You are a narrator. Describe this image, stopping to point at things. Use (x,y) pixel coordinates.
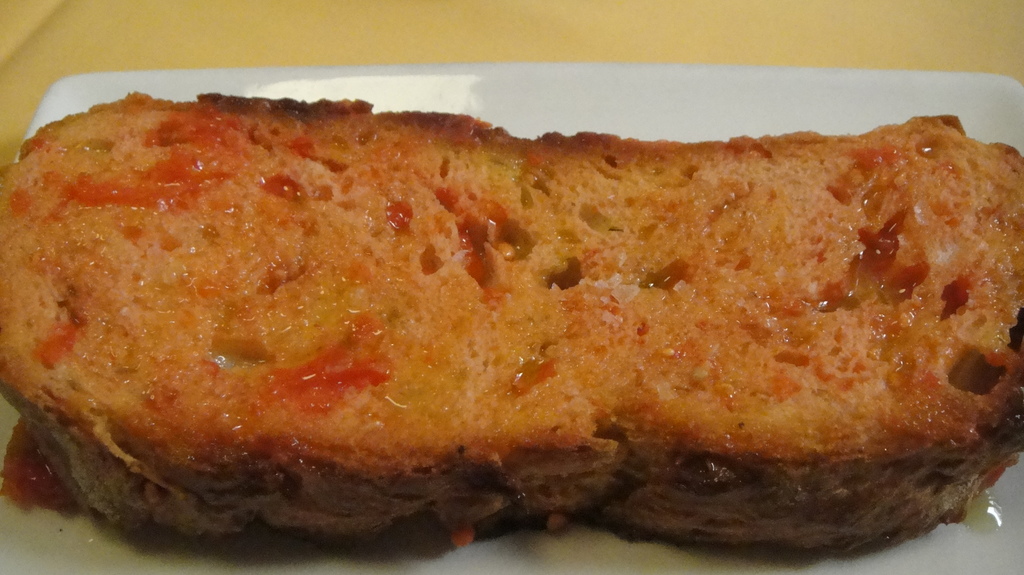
In this image I can see a food item (489,208) on the plate (517,98) which is placed on the surface (640,49).
